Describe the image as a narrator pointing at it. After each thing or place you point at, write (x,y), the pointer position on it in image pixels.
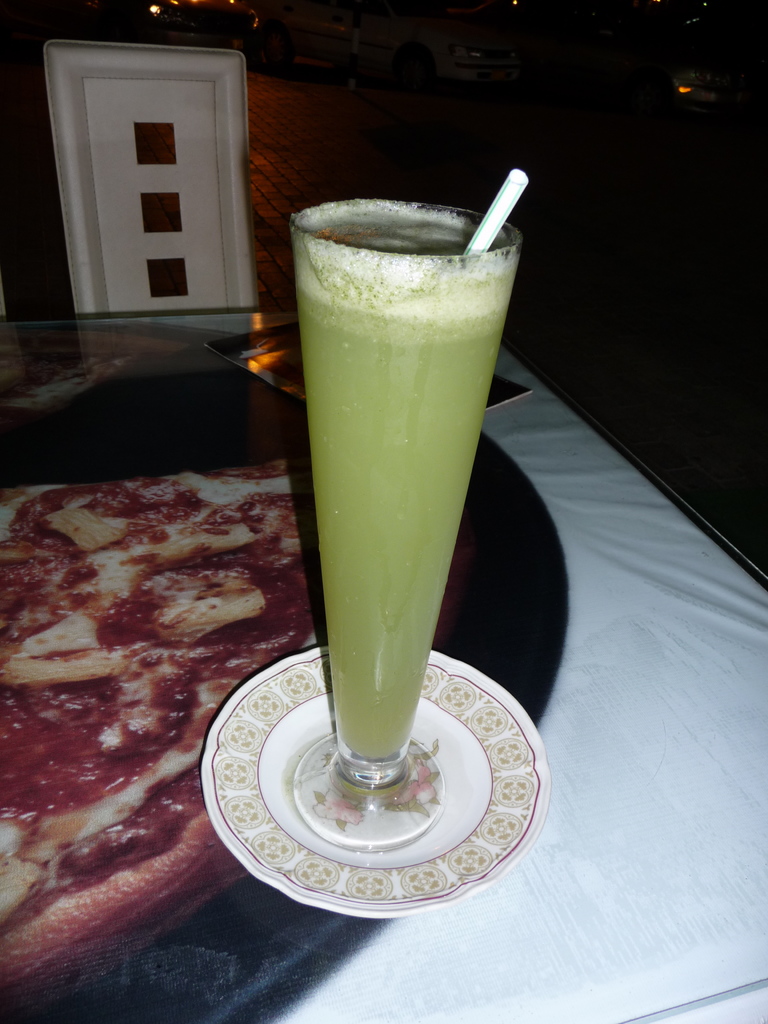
In this picture, we can see the glass (434,616) with some liquid (431,347) and straw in it kept on a table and the table (262,525) is covered with a cloth (300,560) and we can see some object (98,169) at the top (219,260) and the background (658,171) is dark.
